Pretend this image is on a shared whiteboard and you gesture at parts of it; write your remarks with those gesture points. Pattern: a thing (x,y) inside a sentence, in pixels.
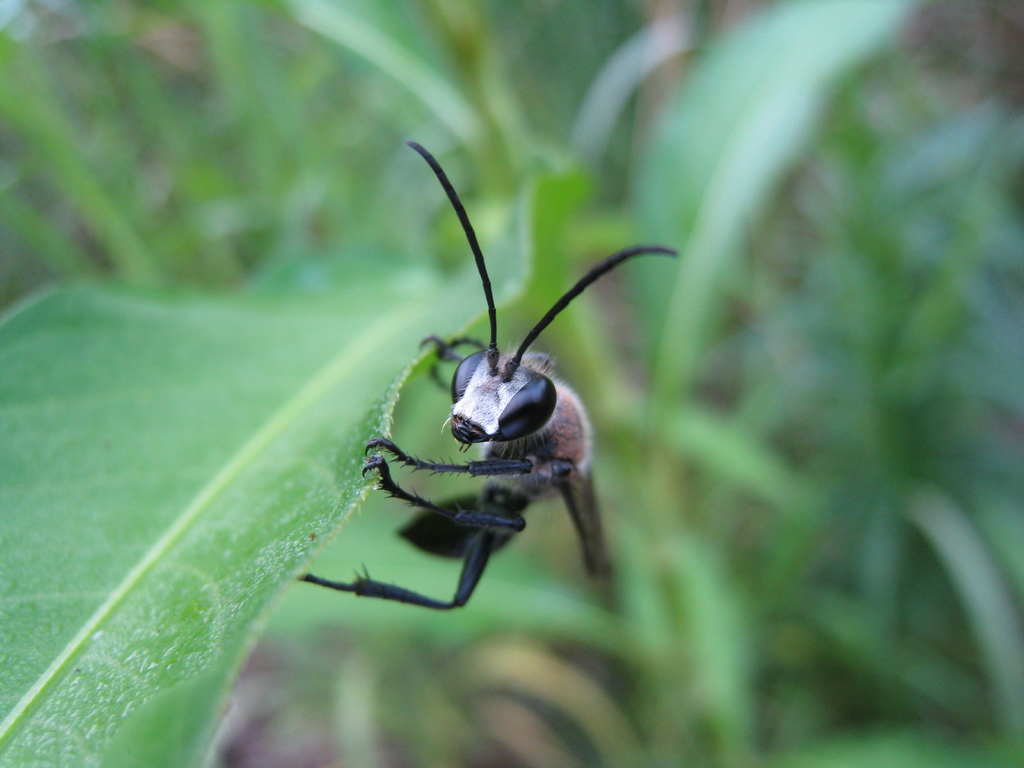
In this image I can see an insect (381,471) on the leaf (202,417).
